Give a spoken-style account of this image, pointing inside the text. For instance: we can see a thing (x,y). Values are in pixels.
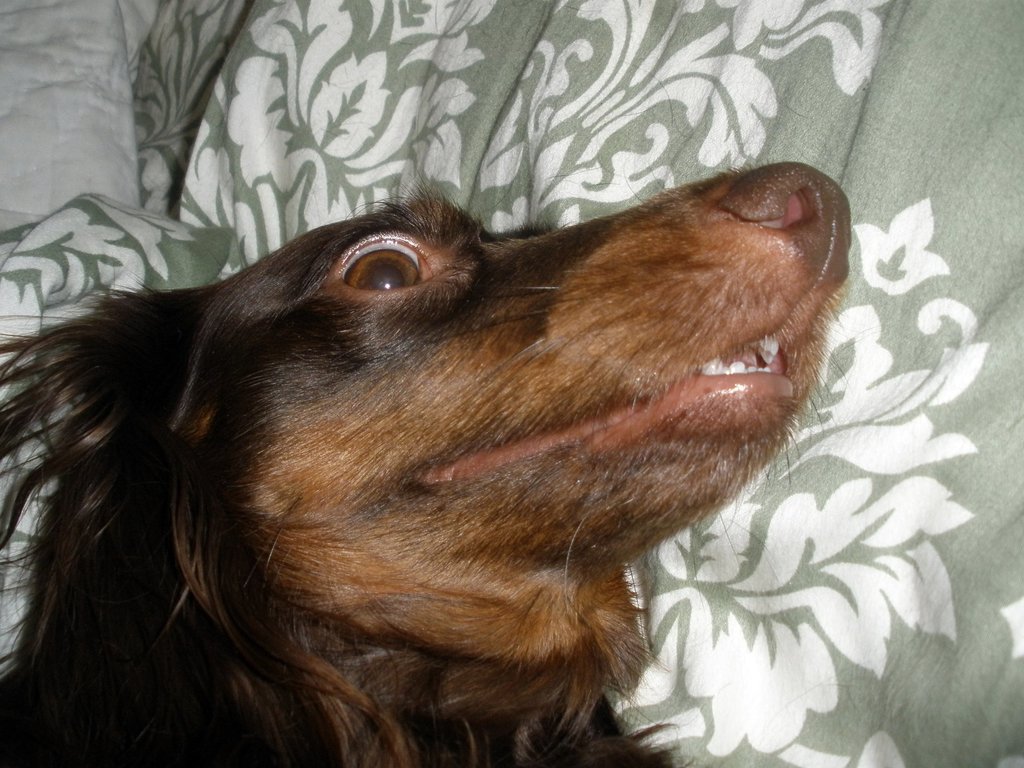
In the center of the image (499,393) a dog (471,430) is there. In the background of the image (215,277) cloth (769,636) is there.
